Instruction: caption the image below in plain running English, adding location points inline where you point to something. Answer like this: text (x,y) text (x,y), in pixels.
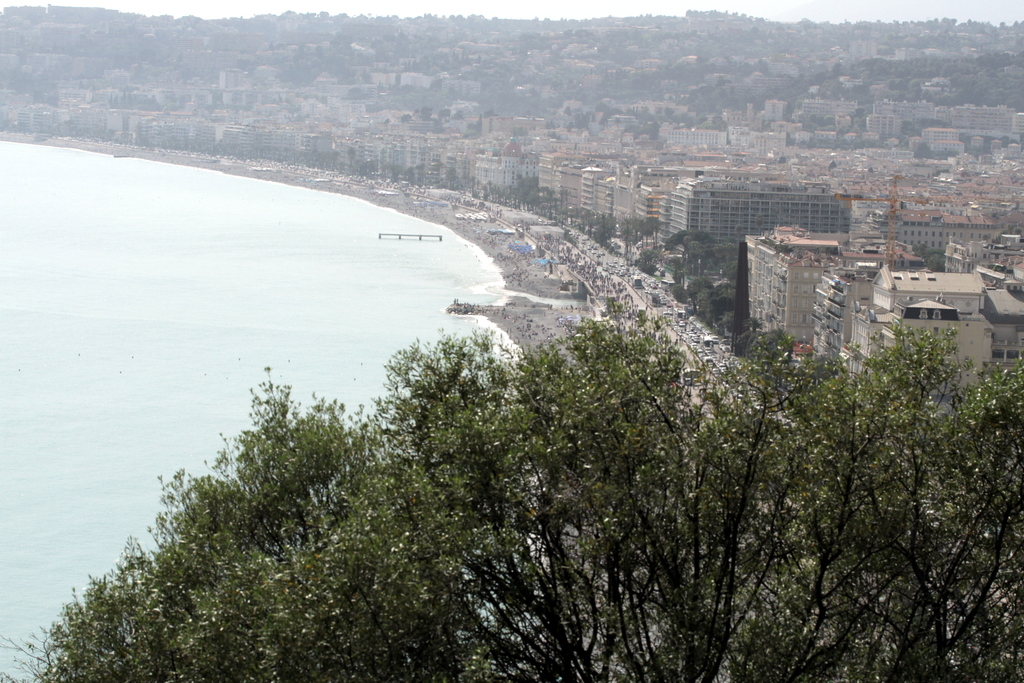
This is an aerial view, we can see some trees (336,514), there is water (167,404), we can see some buildings (380,134), at the top (478,11) there is a sky (488,1).
